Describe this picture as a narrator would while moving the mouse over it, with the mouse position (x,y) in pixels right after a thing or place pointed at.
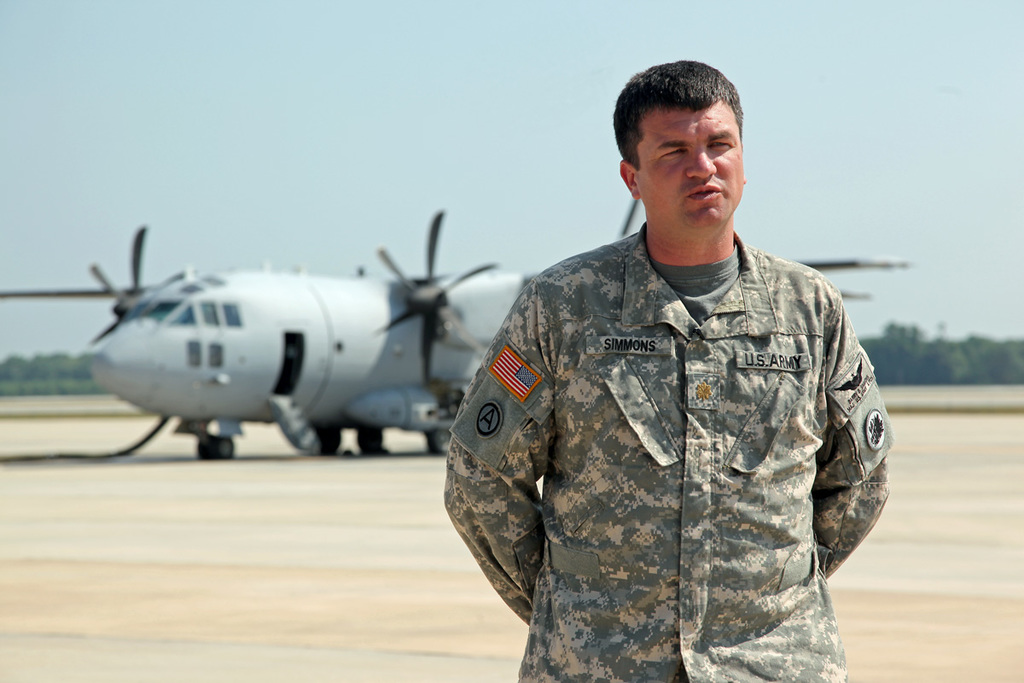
In this picture we can see a man (752,508) is standing in the front (833,591), there is an airplane (365,340) in the middle (345,340), in the background (933,370) we can see trees (910,354), there is the sky (403,95) at the top of the picture (427,92).
